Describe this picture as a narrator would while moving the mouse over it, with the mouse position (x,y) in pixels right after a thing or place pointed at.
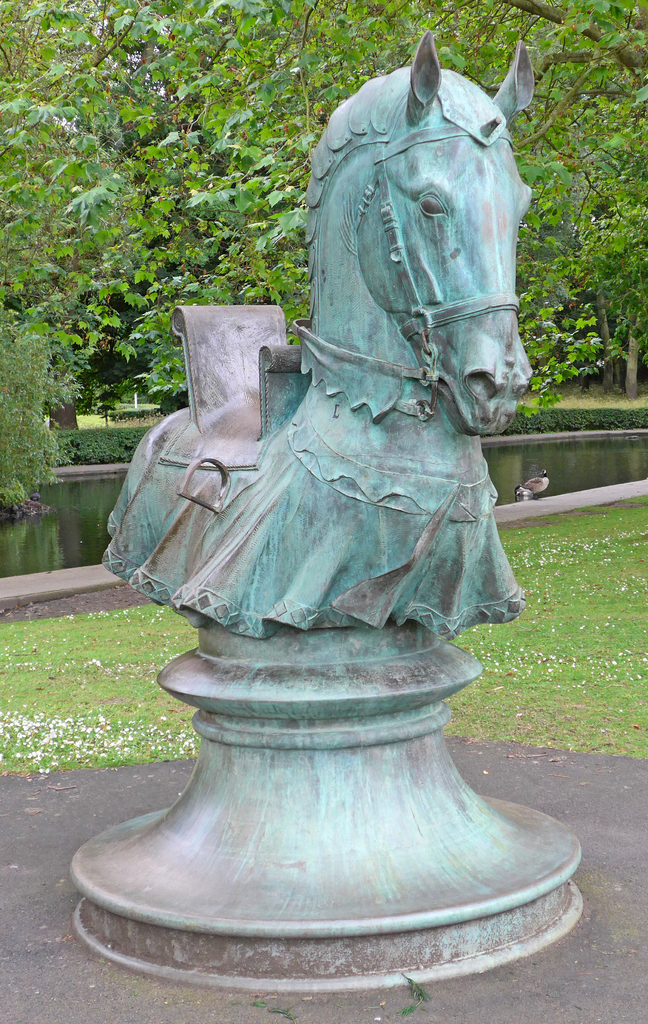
In the center of the image (300,459) we can see a sculpture (288,586) and there are trees (592,223). In the background (553,466) there is a pond (598,442) and we can see a bird (533,496).
